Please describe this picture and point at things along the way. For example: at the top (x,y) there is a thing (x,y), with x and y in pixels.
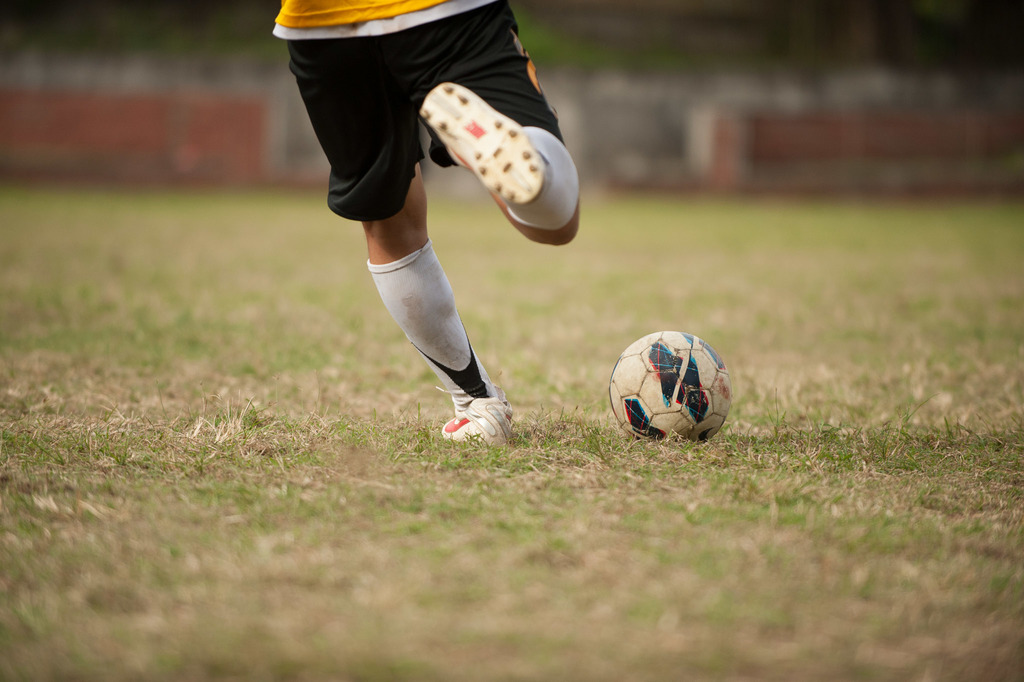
In this picture we can see a person (531,205) and a ball (642,413) on the grass (427,492) and in the background (50,191) it is blurry.
